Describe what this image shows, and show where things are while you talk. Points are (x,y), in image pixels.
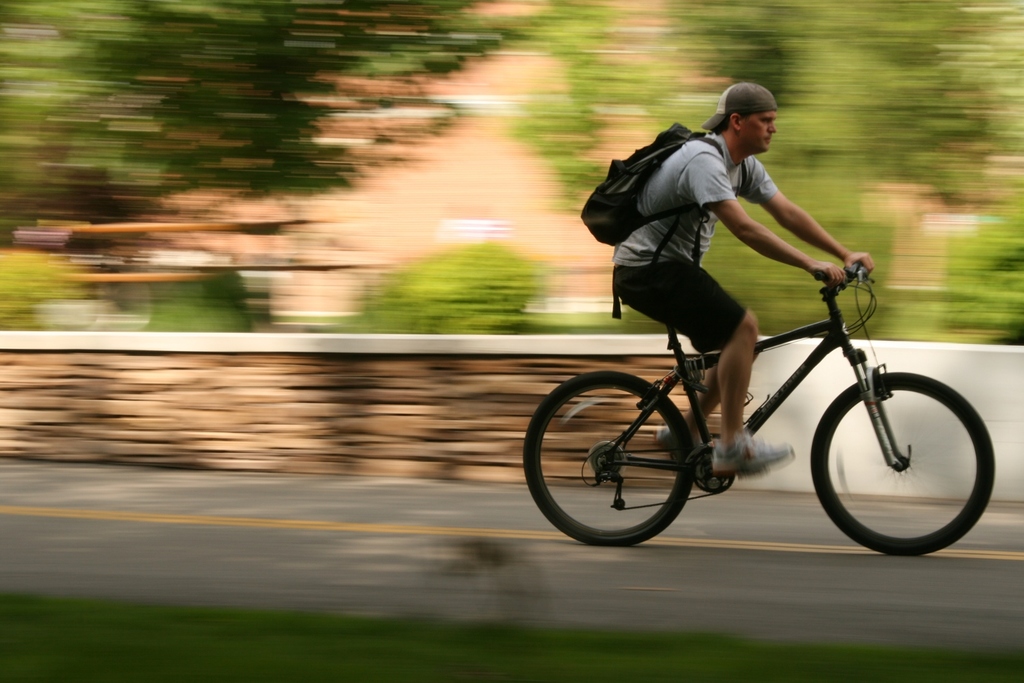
This image consists of a road (141,531), grass patch (230,641), a brick wall (293,428). At the top of the image (68,101) there were many trees (912,48) and plants (488,267). In the right side of the image (704,147) a man (757,166) is riding a bicycle (890,433) wearing shoes (763,457) and backpack (636,168) along with cap (761,102).
